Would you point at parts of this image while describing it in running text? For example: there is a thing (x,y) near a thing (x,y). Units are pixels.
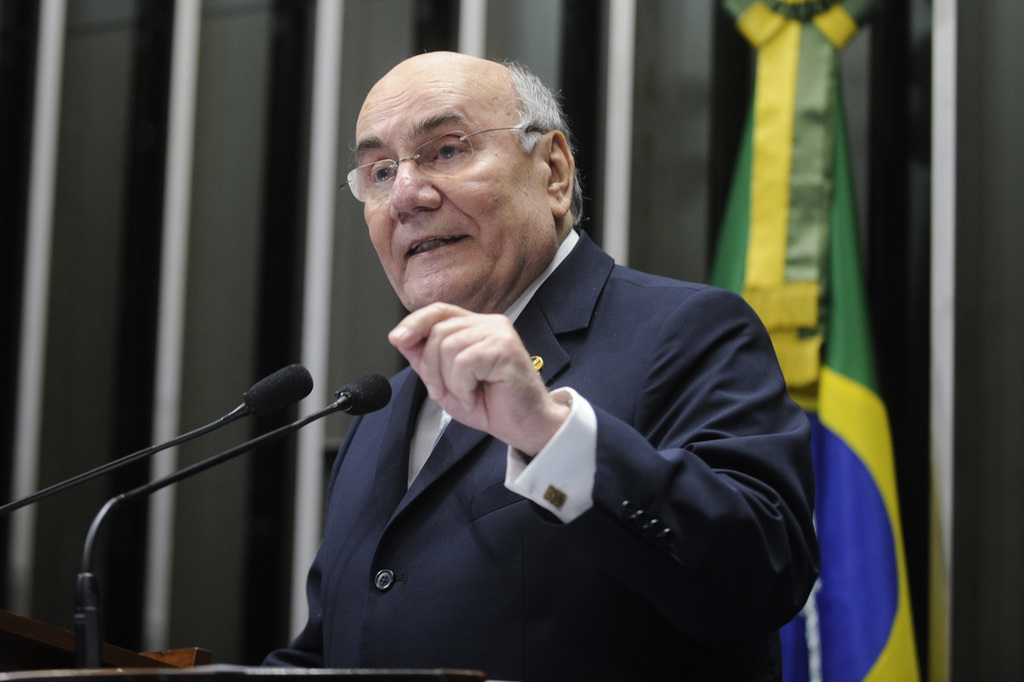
In the picture there is a man (542,638), he is standing in front of the table (25,652) and speaking something, there are two mics (275,383) in front of the man (612,618). Behind the man (797,481) there is a flag (848,463).
